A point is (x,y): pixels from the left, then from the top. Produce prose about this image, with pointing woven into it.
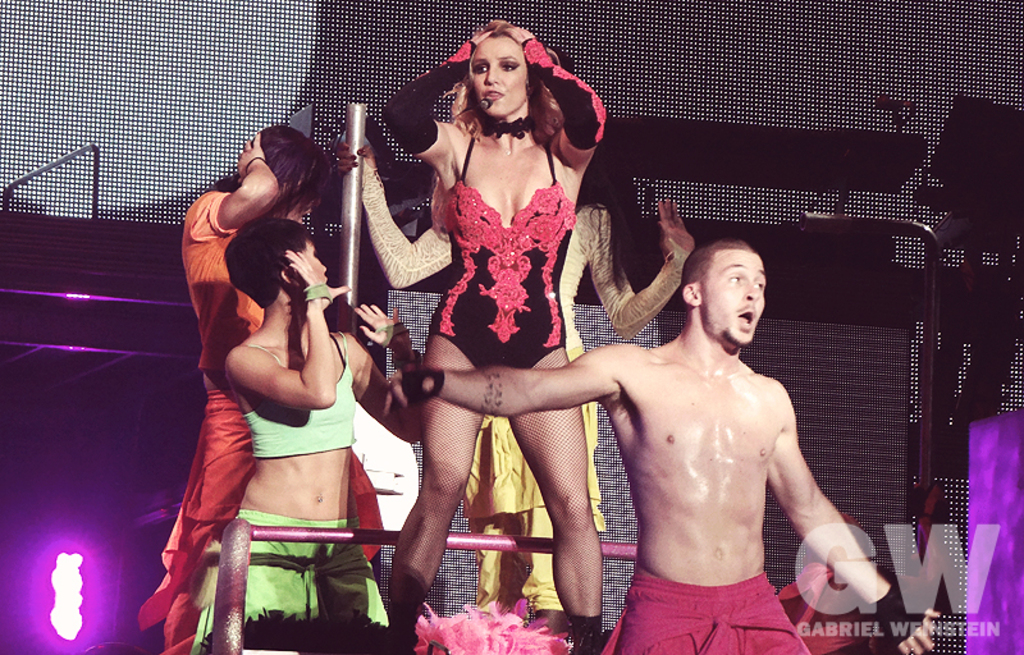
In this image in the foreground (462,44) there are some people (216,314) doing some activities.
